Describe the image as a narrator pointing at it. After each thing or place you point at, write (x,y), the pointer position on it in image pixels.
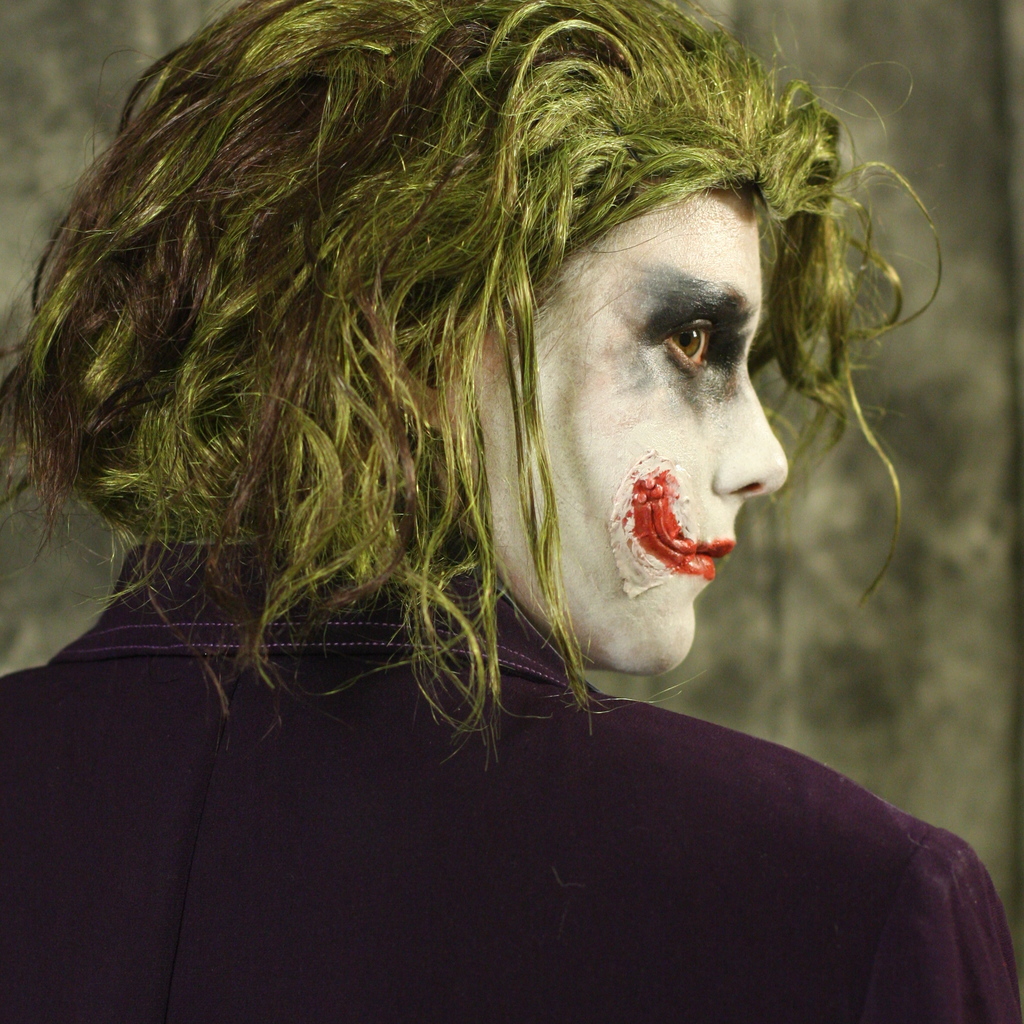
This image consists of a man (460,642) wearing jokers costume (487,681). In the background (773,680), there is a wall (783,673). He is wearing a purple color coat (535,927).
